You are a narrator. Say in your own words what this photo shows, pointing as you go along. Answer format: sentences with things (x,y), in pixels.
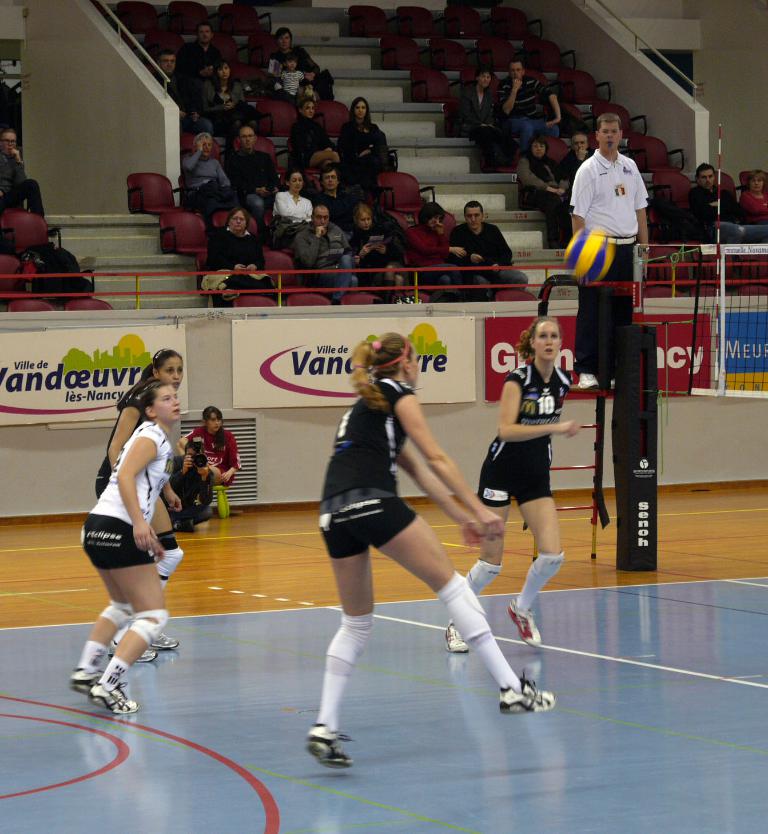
In this image I can see few player (528,444) in front. Background (470,230) I can see few people (489,138) sitting on chairs (436,102). I can see a ball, stairs (409,156), net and few banners (264,376) attached to the fencing (481,341).
